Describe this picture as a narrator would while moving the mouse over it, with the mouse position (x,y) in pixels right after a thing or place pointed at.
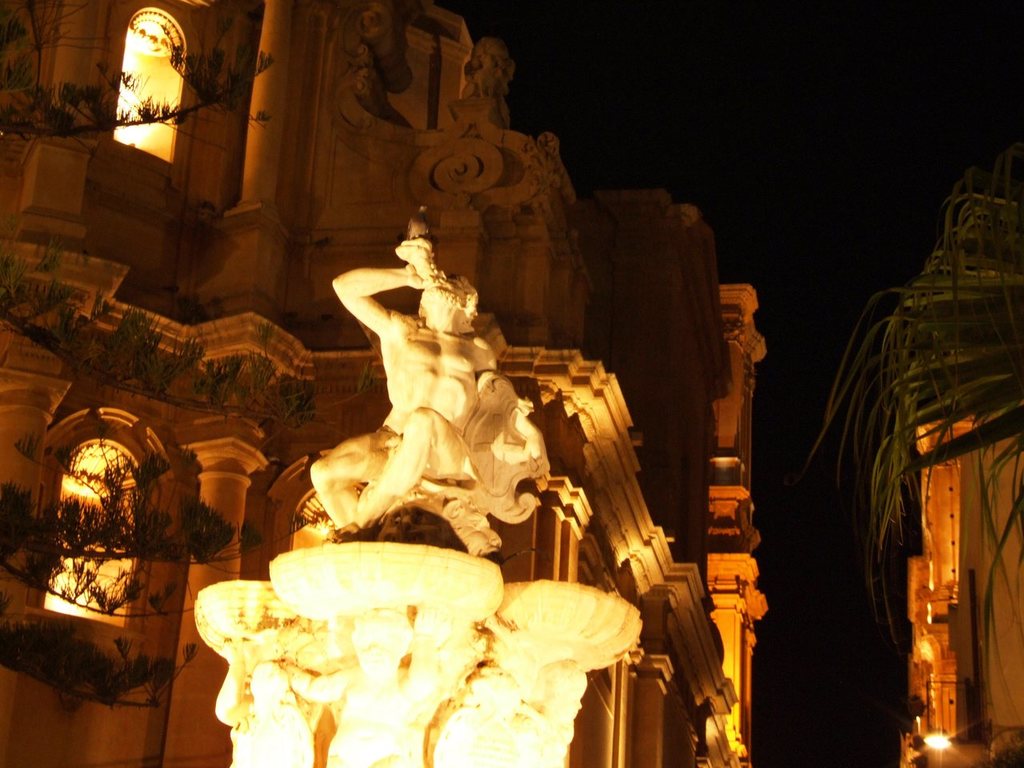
In this image in the foreground (389,479) there is a sculpture (499,407), and in the background (958,350) there are buildings (143,63), plants (1023,316) and we could see some lights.
